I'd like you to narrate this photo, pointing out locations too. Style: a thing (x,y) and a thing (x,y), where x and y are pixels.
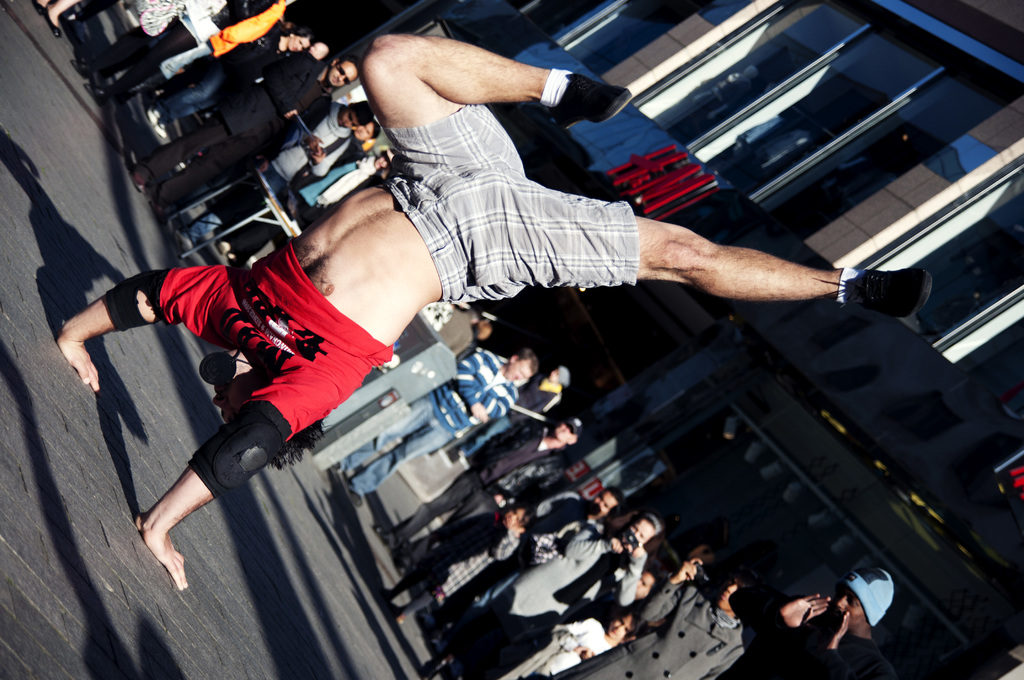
This picture is clicked outside the city. On the left side (263,332), we see a man (262,321) in the red T-shirt (280,367) is performing something on the road (61,424). At the bottom (182,607), we see the road (104,603). In the middle (416,436), we see the people (492,460) are standing. In front of them, we see a table (294,223). Behind them, we see a building (812,453) in grey and white color. We see some text (666,147) written on the building (622,189). This building (667,146) has the glass windows (742,123).
